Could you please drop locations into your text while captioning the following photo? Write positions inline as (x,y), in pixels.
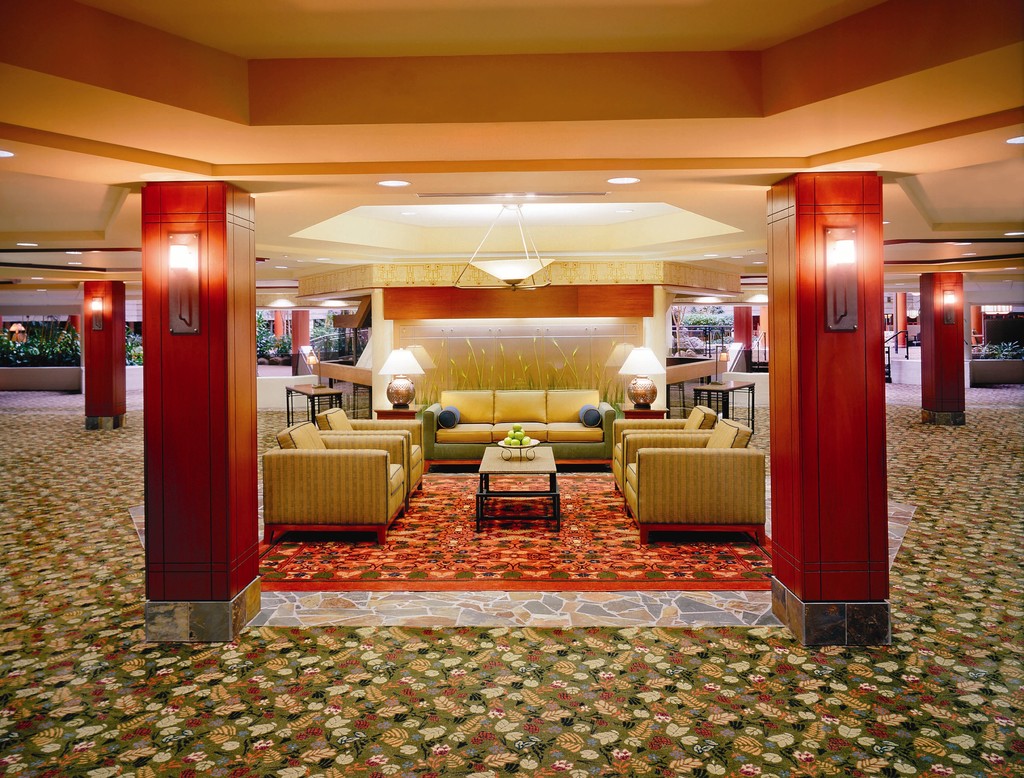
This is a room (669,427). In this room (221,399) there are many pillars (956,346), chairs (622,446), table (523,469), sofas (532,417), pillows (592,420), table lamps (400,382). Table lamp (406,368) is on the table (644,418). There is a chandelier (508,276) on the ceiling (497,241). There are lights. On the table (513,457) there is a tray (518,446) with fruits (515,431). On the floor (281,632) there is a floral carpet (636,667). In the background (59,339) there are plants (278,339). On pillars (809,343) there are light (839,250).
